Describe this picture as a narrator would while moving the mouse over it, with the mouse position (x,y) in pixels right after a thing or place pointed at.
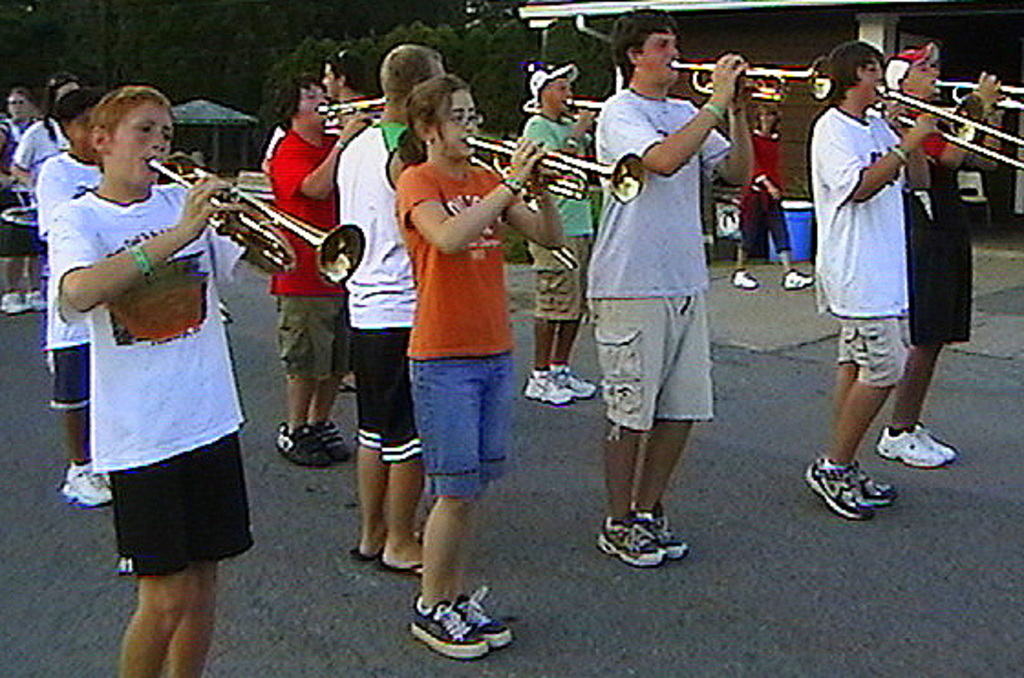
In this image there are some people (463,201) who are holding some musical instruments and playing, and in the background (376,55) there are some buildings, houses (972,71), trees (166,43) and also there is one dustbin (787,225). At the bottom (712,504) there is a road (918,495).
